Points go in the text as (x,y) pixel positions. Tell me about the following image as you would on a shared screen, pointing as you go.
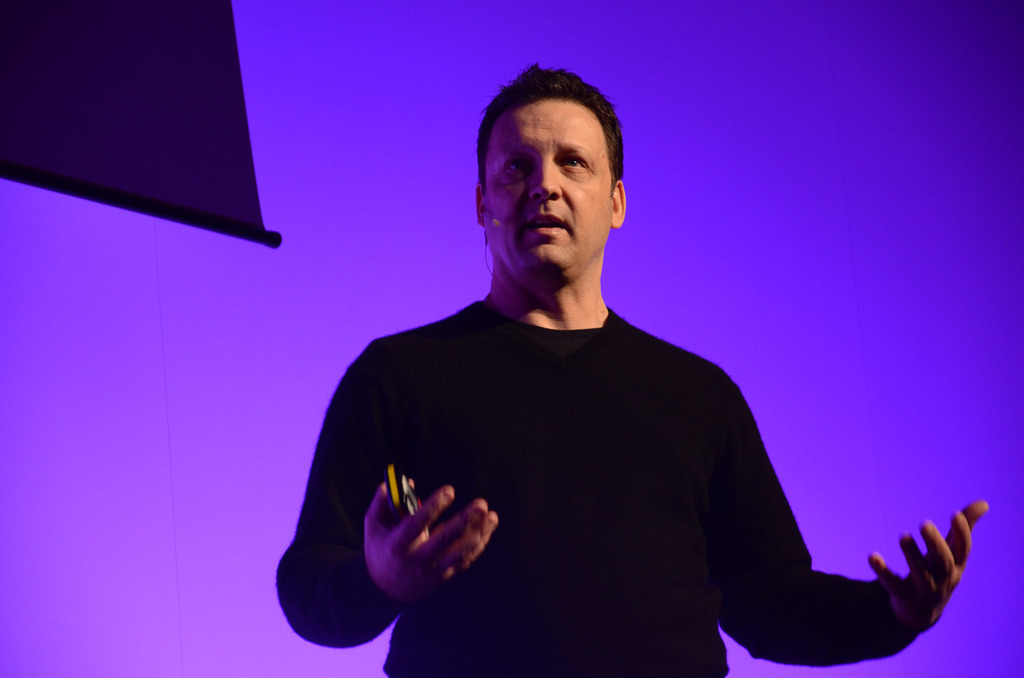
In this image, I can see a person (516,387) is holding some object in hand (424,528). In the background (330,252), I can see a board (234,188), purple and blue color. This image is taken, maybe in a hall (204,299).
